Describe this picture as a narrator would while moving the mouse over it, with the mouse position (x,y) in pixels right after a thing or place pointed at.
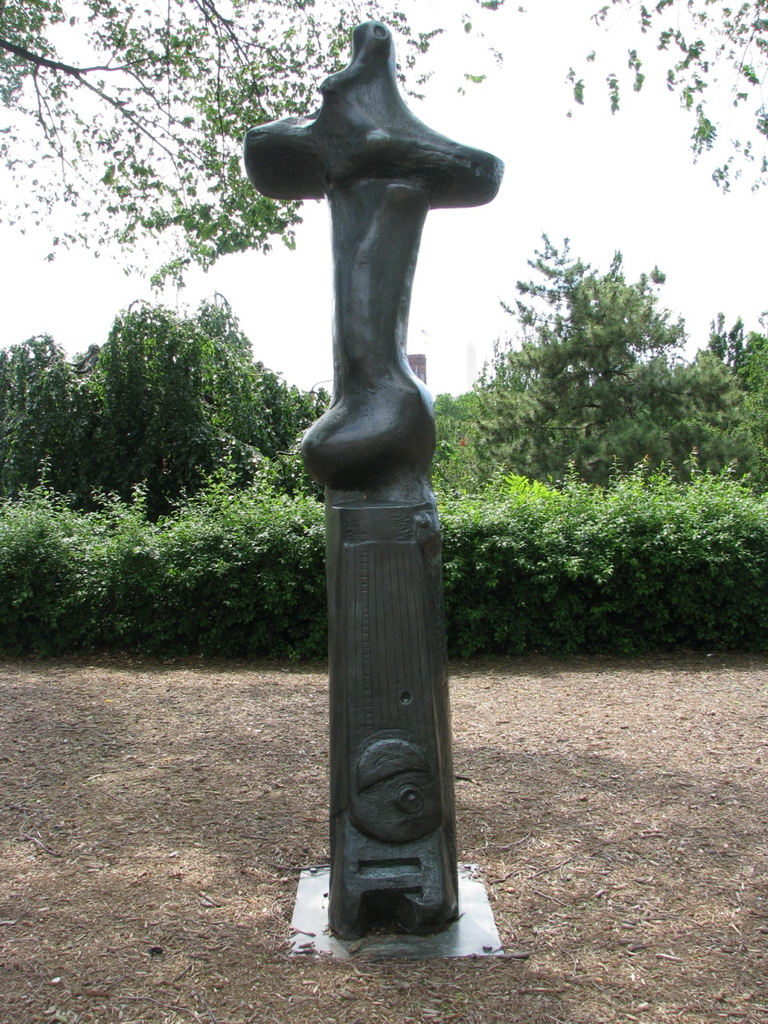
It's a statue (409,749) in the middle of an image (422,630) behind it there are trees (532,420), plants (532,537) and a sky (467,273) in the middle (441,364).
